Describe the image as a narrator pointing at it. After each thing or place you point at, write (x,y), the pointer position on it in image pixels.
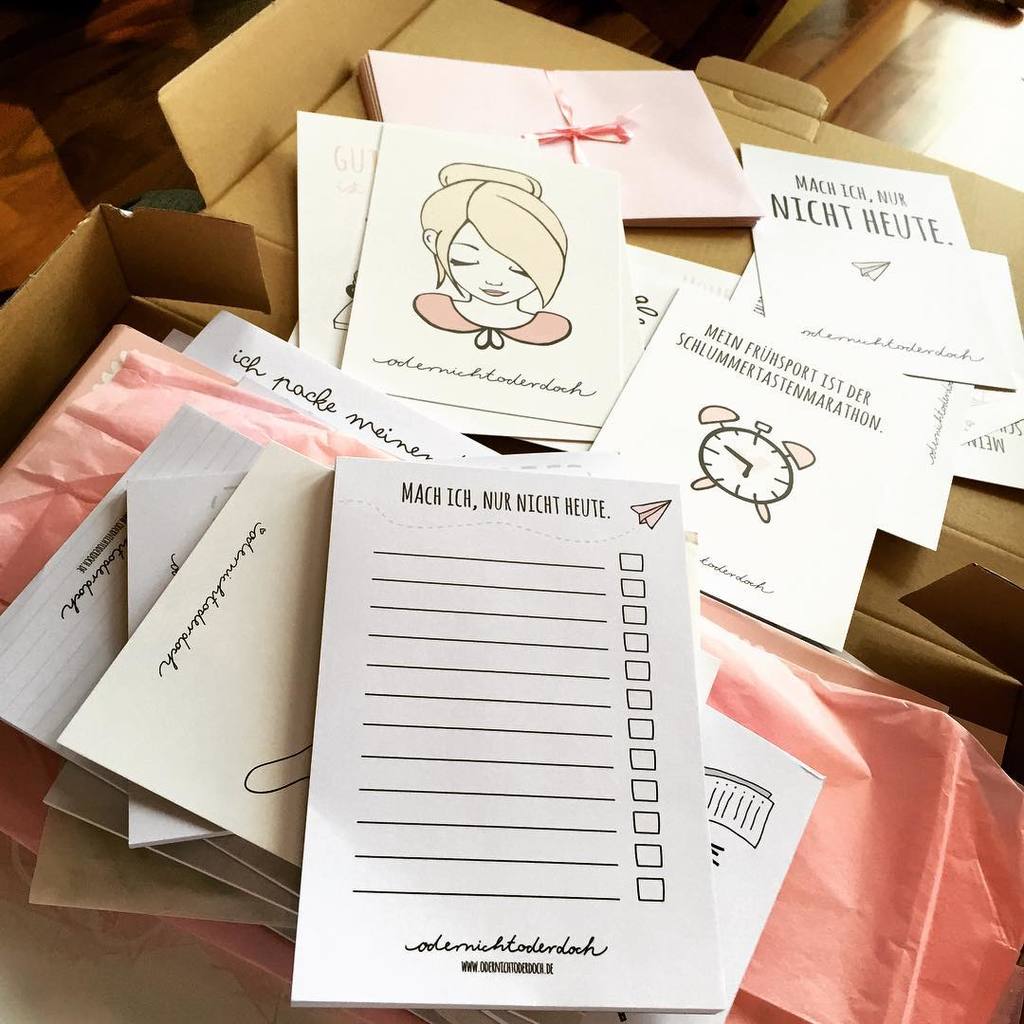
In this image there are cardboard boxes (165,112) on the wooden floor (887,87). The box (182,296) is open. In the boxes (235,205) there are papers (390,480) and envelopes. There is text (352,424) on the papers (585,270). There are also sketches (546,320) of a girl (509,303) and a clock (731,466) on the papers (738,475).
